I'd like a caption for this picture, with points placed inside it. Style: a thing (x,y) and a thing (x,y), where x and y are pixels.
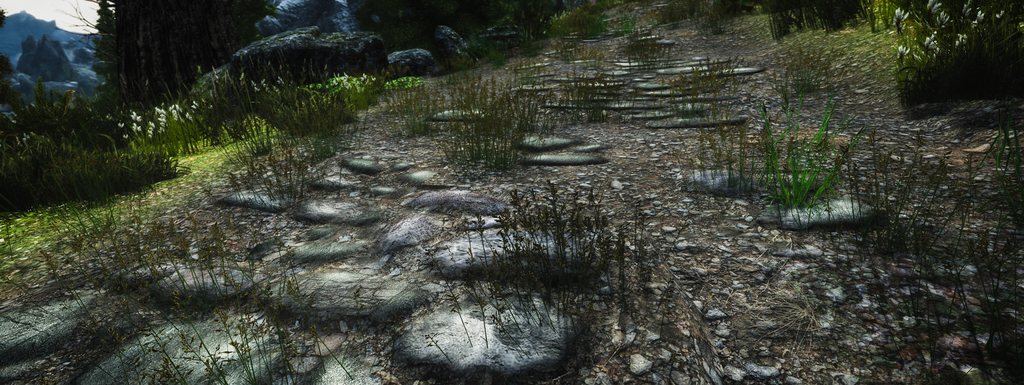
In this picture we can see the animated photograph of the ground (638,261) with some rocks (413,55) and grass (20,146). Behind there are some mountains (38,67).
